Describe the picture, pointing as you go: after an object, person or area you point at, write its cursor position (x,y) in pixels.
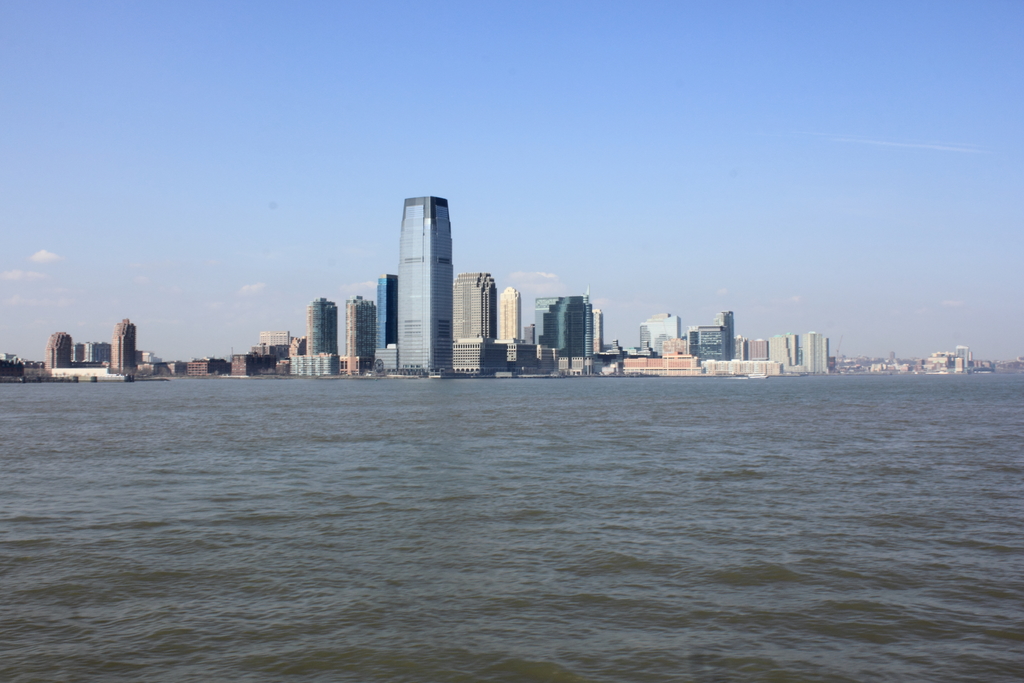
In the background of the image (373,323) there are buildings (574,330), sky (27,348). At the bottom of the image (356,515) there is water (442,534).
